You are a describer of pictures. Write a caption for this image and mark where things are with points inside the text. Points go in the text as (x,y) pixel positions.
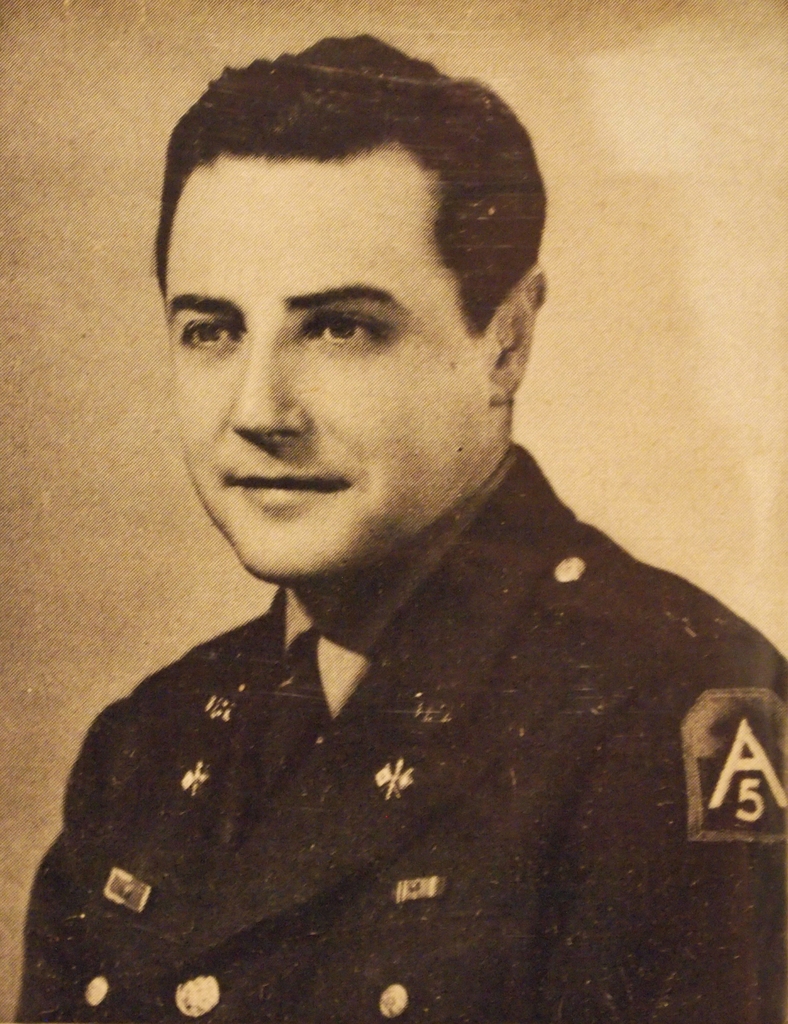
In the picture we can see a black and white picture of a man (318,539) wearing a blazer uniform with some buttons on and a tie (313,680) and shirt (331,667) and in the background (609,222) we can see a wall (28,181) which is cream in color.
